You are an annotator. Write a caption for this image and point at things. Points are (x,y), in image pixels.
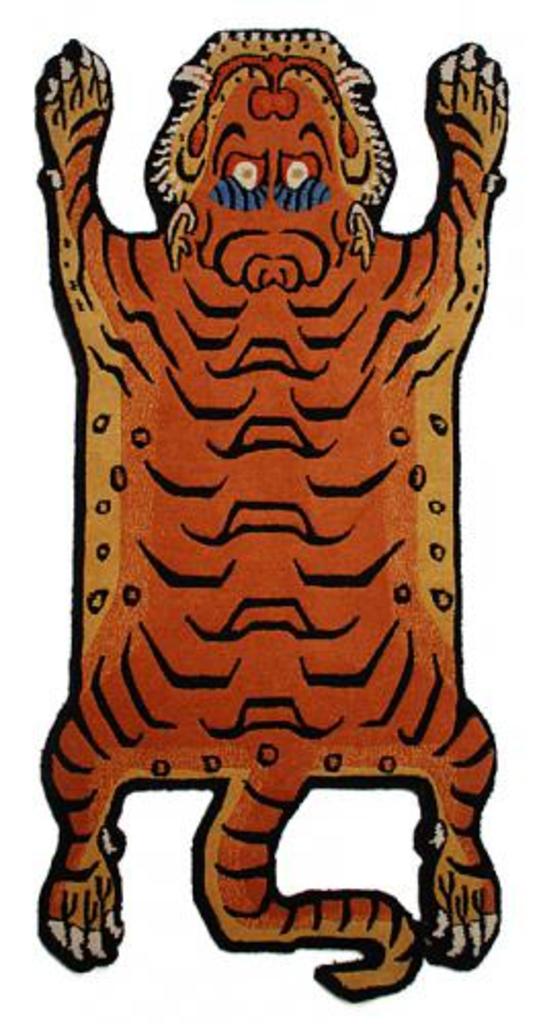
In this image we can see a painting (227,365) of an animal (175,473), and the background (447,1004) is white in color.
